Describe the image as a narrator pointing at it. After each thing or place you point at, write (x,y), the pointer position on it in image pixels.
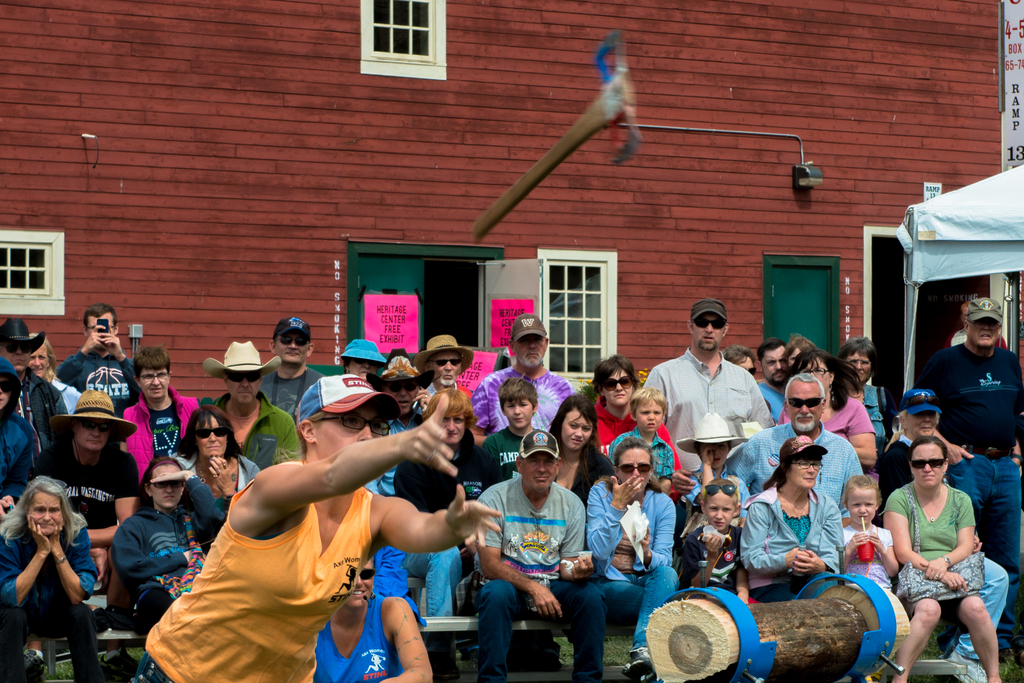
In this picture there is a group of men and women (459,394) sitting and watching the show. In the front (233,600) there is a woman (281,579) wearing yellow top (260,583) is throwing the axe (527,173) in the air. Behind there is a red color wooden building (565,272) with white window (566,290) and green doors (357,303).
